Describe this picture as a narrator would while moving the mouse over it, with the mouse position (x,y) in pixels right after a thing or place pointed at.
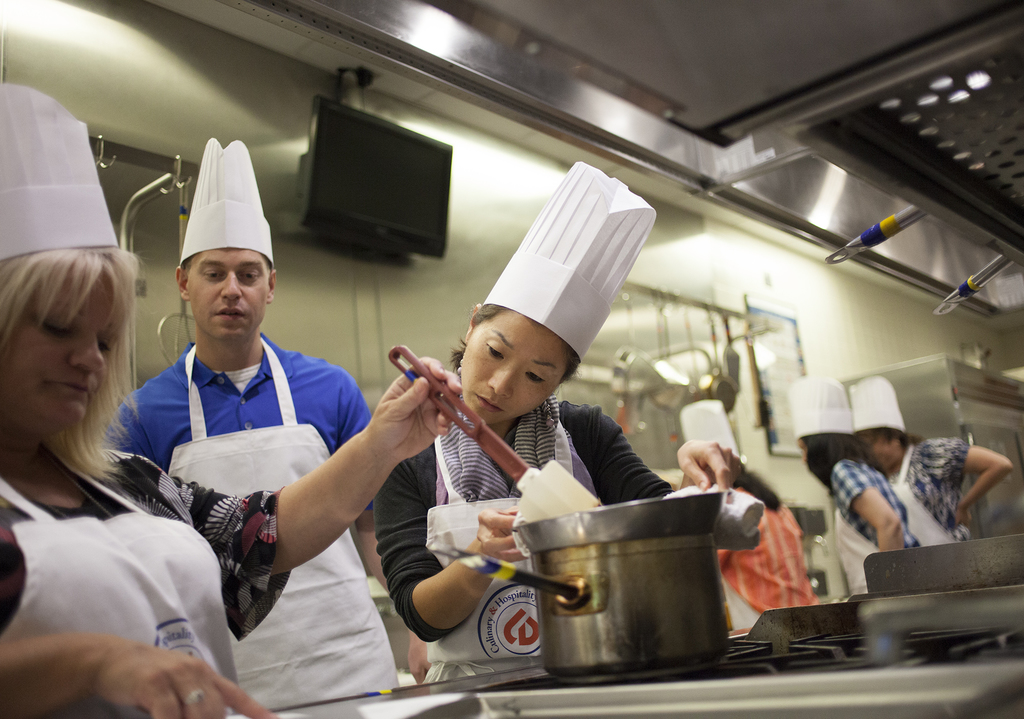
In this image there are group of persons (454,486) standing. In the front (90,529) on the left side (147,554) there is a woman (101,546) standing and holding a spatula (499,453) in her hand (435,413). In the background (309,380) there are persons (848,454) standing. On the wall (346,258) there is a TV (342,214). In the front (827,691) there is a gas stove (831,679). On the gas stove (789,641) there is a cooker (650,596).
